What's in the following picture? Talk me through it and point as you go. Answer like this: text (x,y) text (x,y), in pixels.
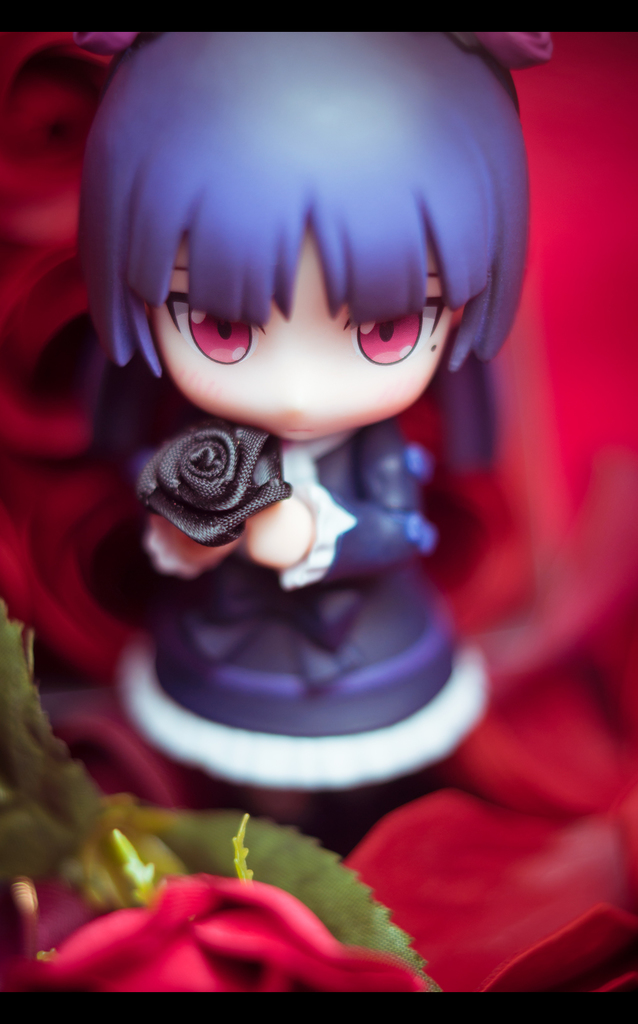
In this image we can see an edited image. In this image we can see a toy (395,303). At the bottom of the image (347,863) it looks like a flower (433,916). In the background of the image (60,71) there is a blur background (628,258).
